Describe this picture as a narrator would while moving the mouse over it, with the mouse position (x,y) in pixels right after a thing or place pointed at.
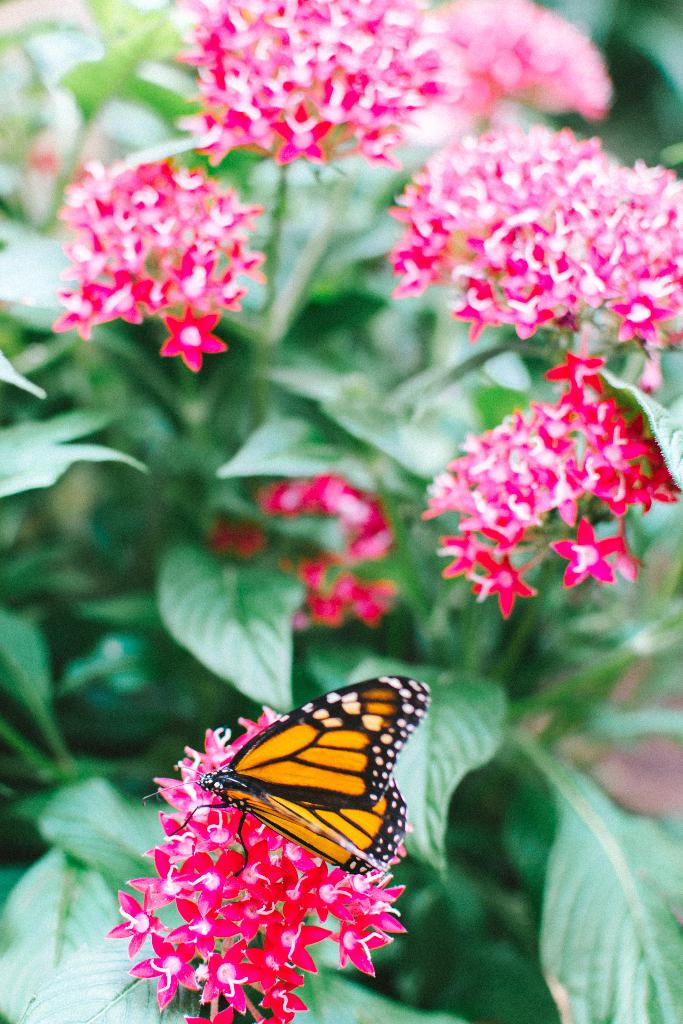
In this image I can see a butterfly (300,763). In the background (375,467), I can see the flowers (465,175) on the plants (386,628).
